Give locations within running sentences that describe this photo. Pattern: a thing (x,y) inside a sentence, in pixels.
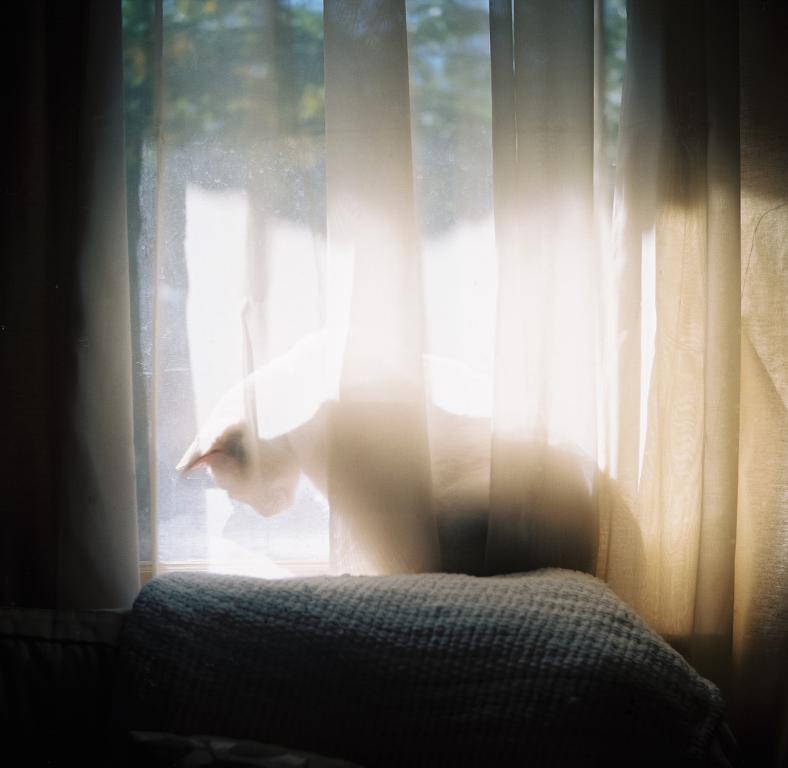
This picture seems to be clicked inside the room (473,667). In the foreground (325,695) we can see some other objects (410,668). In the center (419,467) we can see a cat (372,472) seems to be standing. In the background (170,141) we can see the window (134,176), window blinds (729,336) and through the window (438,57) we can see the trees (447,19) and we can see some other items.
